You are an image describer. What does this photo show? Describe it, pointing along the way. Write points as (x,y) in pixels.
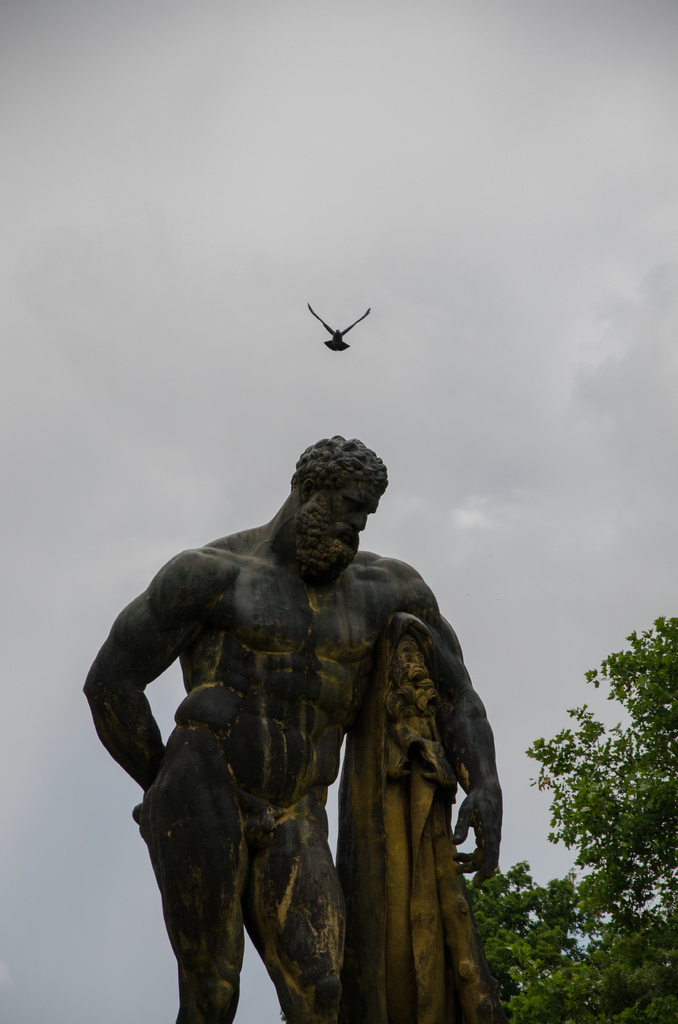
In this image I can see a statue (464,855), background (611,775) I can see trees (603,777) in green color, a bird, and sky (294,228) in white color.
